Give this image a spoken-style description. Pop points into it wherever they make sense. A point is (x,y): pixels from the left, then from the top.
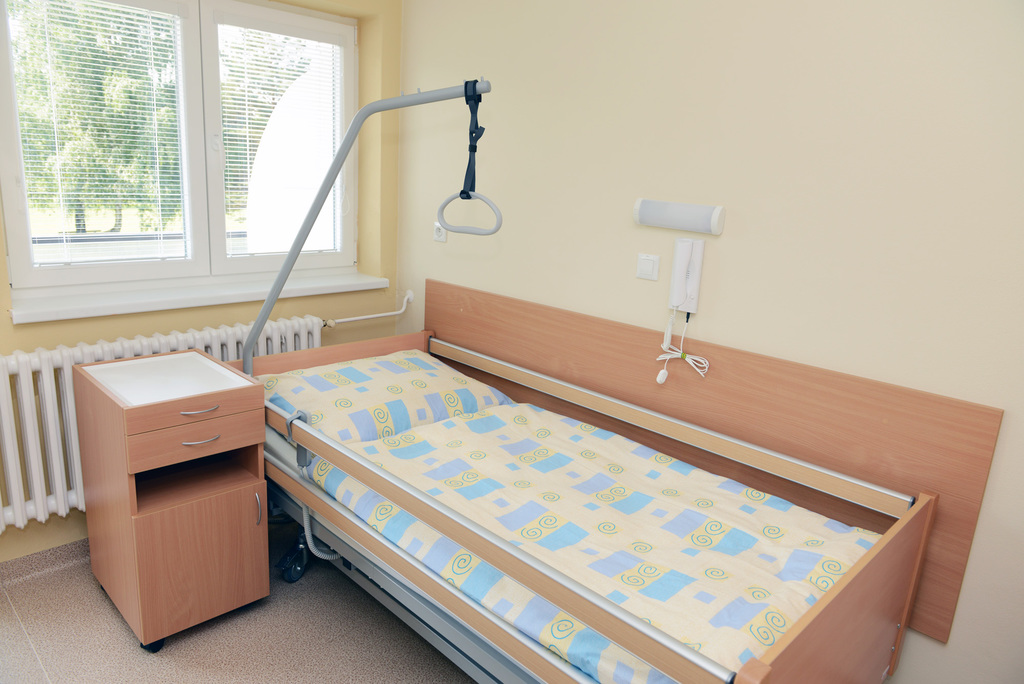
This is an inside view. Here I can see a bed (436,428). Beside the bed (366,402) there is a table (207,479). On the right side (785,169) there is a wall (604,136) and on the left side (90,168) I can see a window (167,145) through which we can see the outside view. In the outside there are many trees (82,168).
